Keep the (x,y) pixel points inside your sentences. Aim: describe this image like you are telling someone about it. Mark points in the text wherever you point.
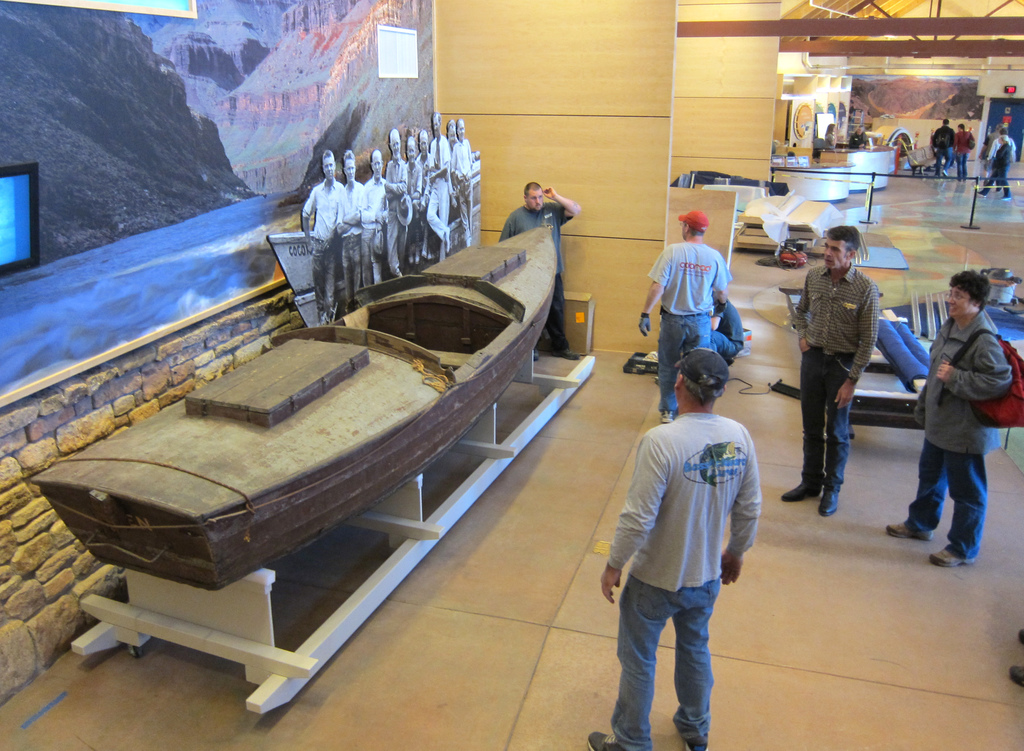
This picture is taken inside the room (494,668). In this image, on the right side (968,511), we can see a group of people (639,651). On the left side (332,362), we can see a boat (428,314) and a man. On the left side (287,269), we can also see a black and white photo (444,217). On the left side (211,141), we can also see a photo frame (50,215) which is attached to a wall (43,413). In the background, we can see a group of people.
